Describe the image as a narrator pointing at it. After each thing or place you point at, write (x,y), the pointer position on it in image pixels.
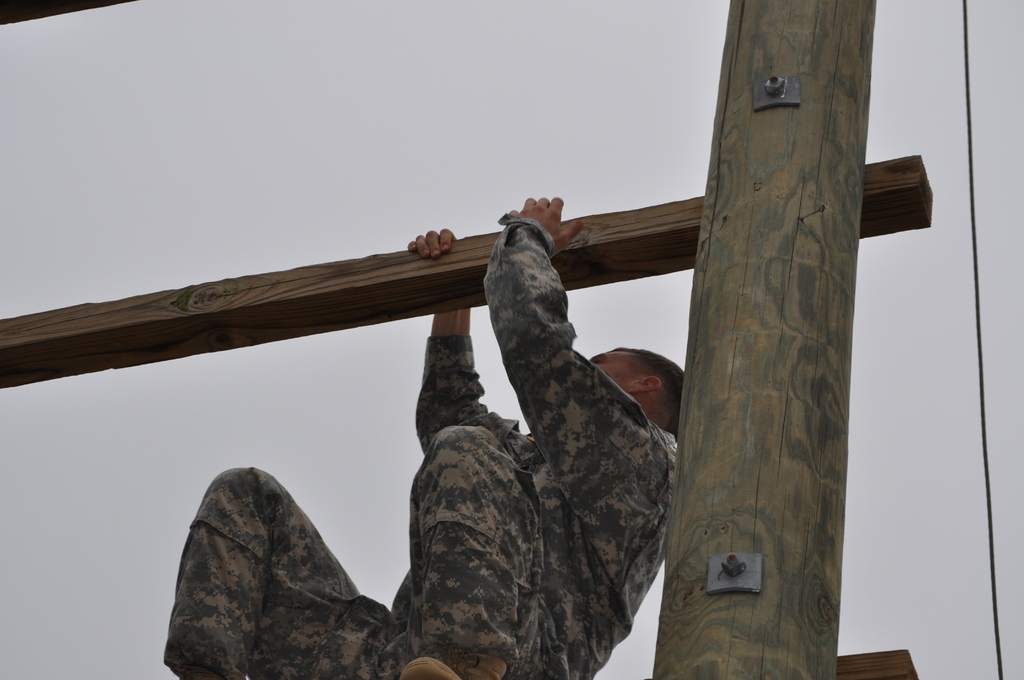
In this image there is a person (516,505) holding a wooden log (459,248) and he is in a squat position on another wooden log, which are fixed to the wooden block (783,314).
